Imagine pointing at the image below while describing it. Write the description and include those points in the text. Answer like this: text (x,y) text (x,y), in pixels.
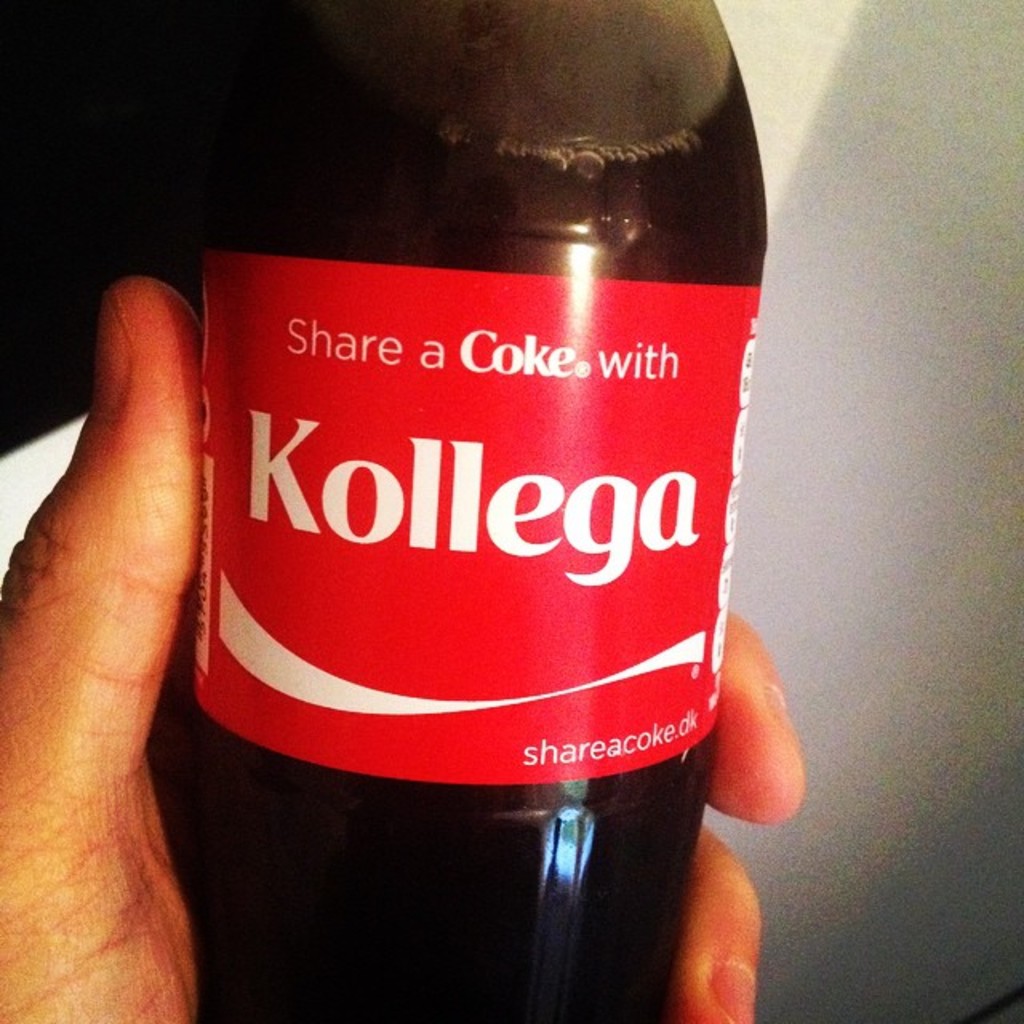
There is a person (171,478) holding a coke bottle (713,65) in hand (681,989).
